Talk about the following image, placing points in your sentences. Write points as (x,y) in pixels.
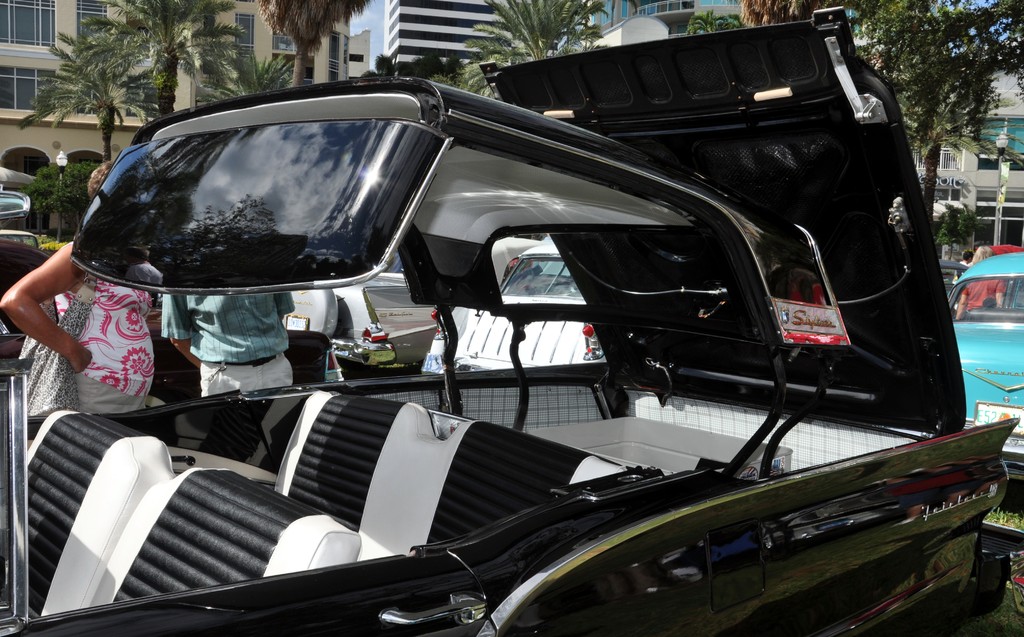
In this image I can see a car (712,549) which is black and white in color. In the background (381,344) I can see few persons (239,307) standing, few other vehicles (1023,409), few trees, few poles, few buildings (8,48) and the sky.
